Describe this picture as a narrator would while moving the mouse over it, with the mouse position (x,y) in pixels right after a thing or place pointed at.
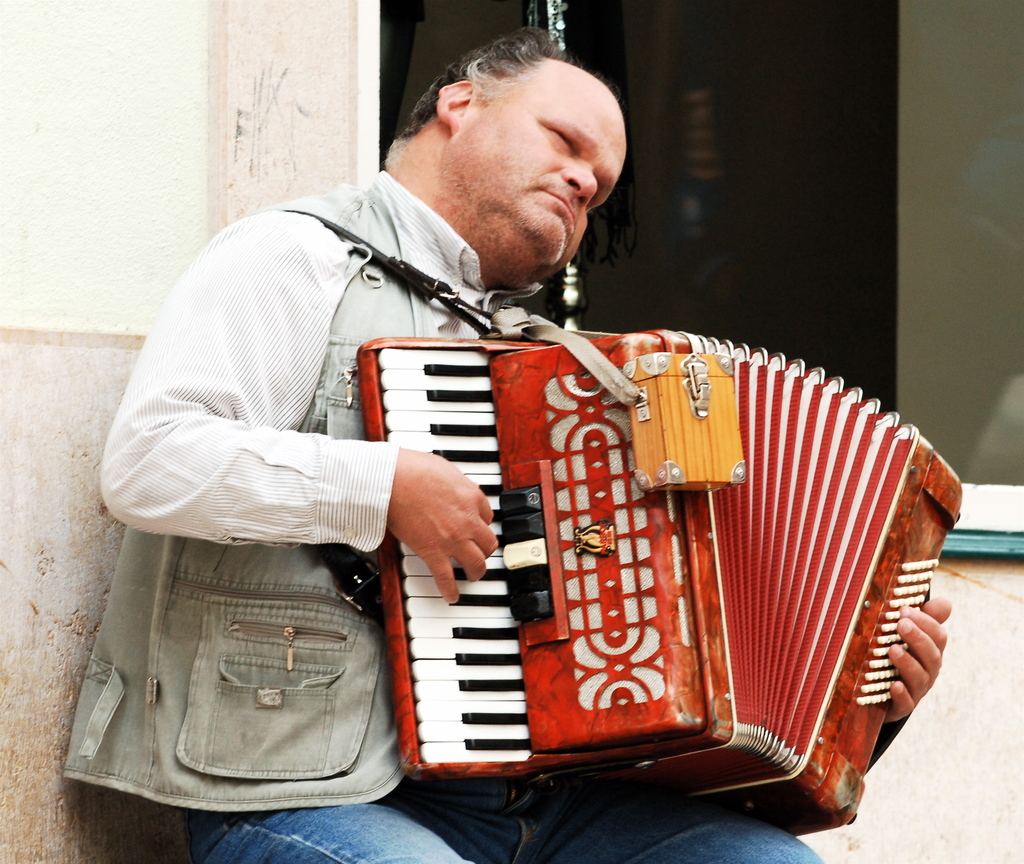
In this picture we can see a man (420,506) is playing a musical instrument (672,543), on the left side (86,260) there is a wall (49,357).
